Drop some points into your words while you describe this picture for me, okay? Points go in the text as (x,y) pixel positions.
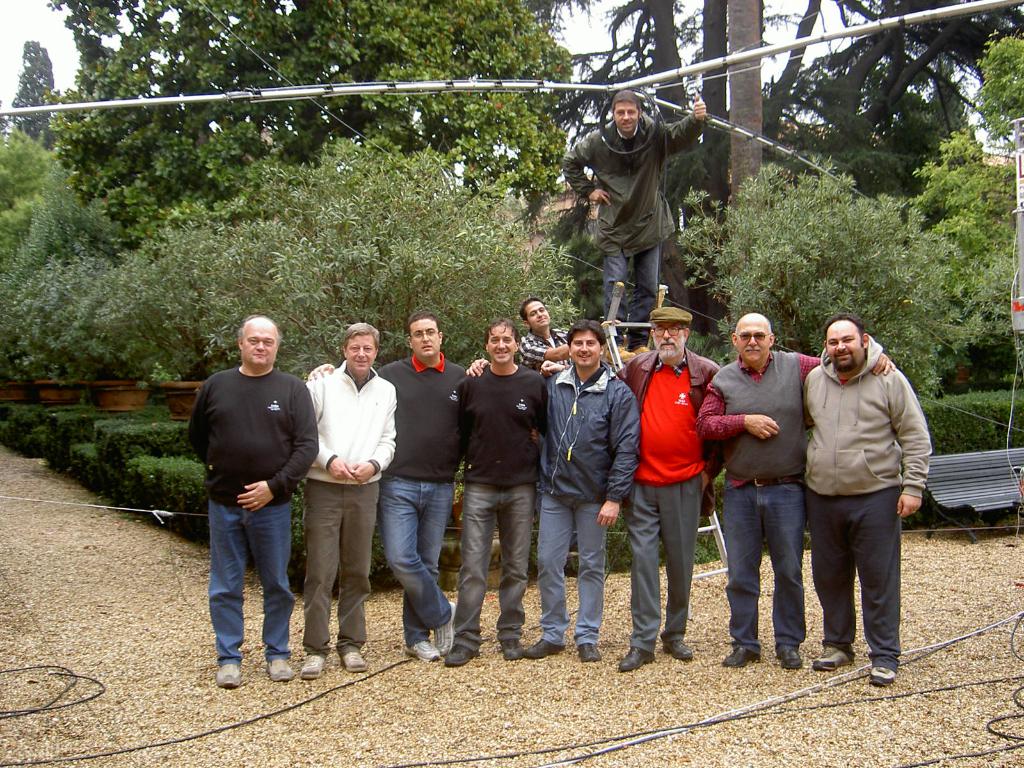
In this picture we can see group of people (681,422) in the middle two people (594,367) are laughing and in the background (616,214) we can see two persons (546,315) one is holding the ladder (618,326) and other is standing on the ladder (609,314) with one hand (699,110) holding the rod (676,75) and we can see trees (331,131), sky (603,44) and here it is a flower pot (125,393) and this is a path (240,704) sand (401,714) and here it is a bench (966,484) and we can see wires (450,764) placed over the path (59,704).
